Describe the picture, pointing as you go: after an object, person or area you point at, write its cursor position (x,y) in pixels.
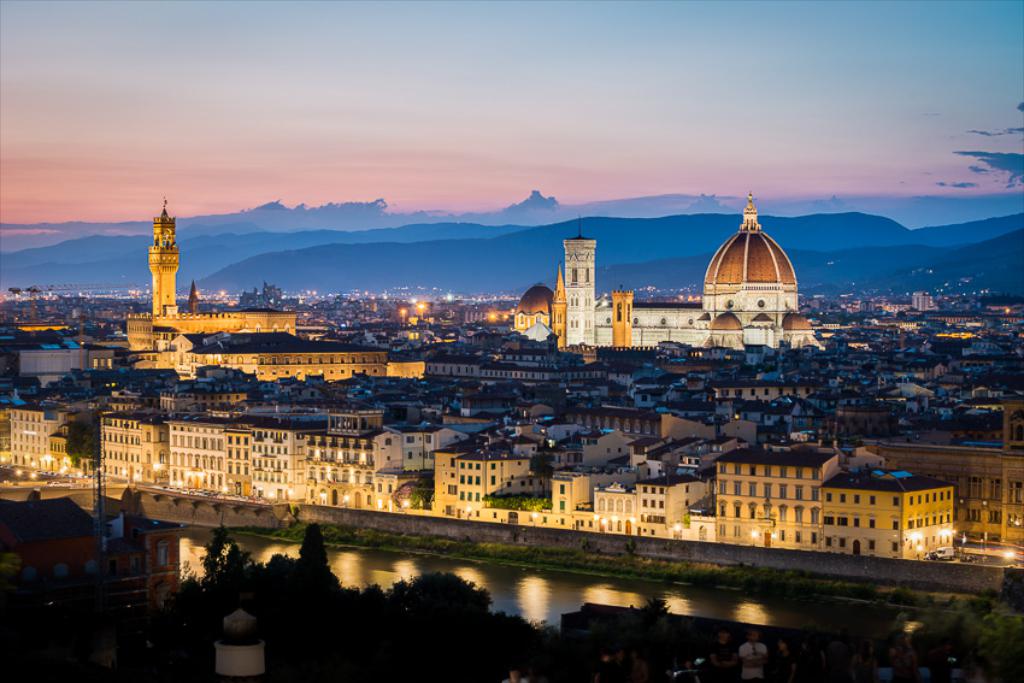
In the center of the image (458,370) there are buildings (524,346). At the bottom (859,624) there is a canal (534,589) and we can see trees (421,602). In the background (282,248) there are hills (809,216) and sky (537,116).
